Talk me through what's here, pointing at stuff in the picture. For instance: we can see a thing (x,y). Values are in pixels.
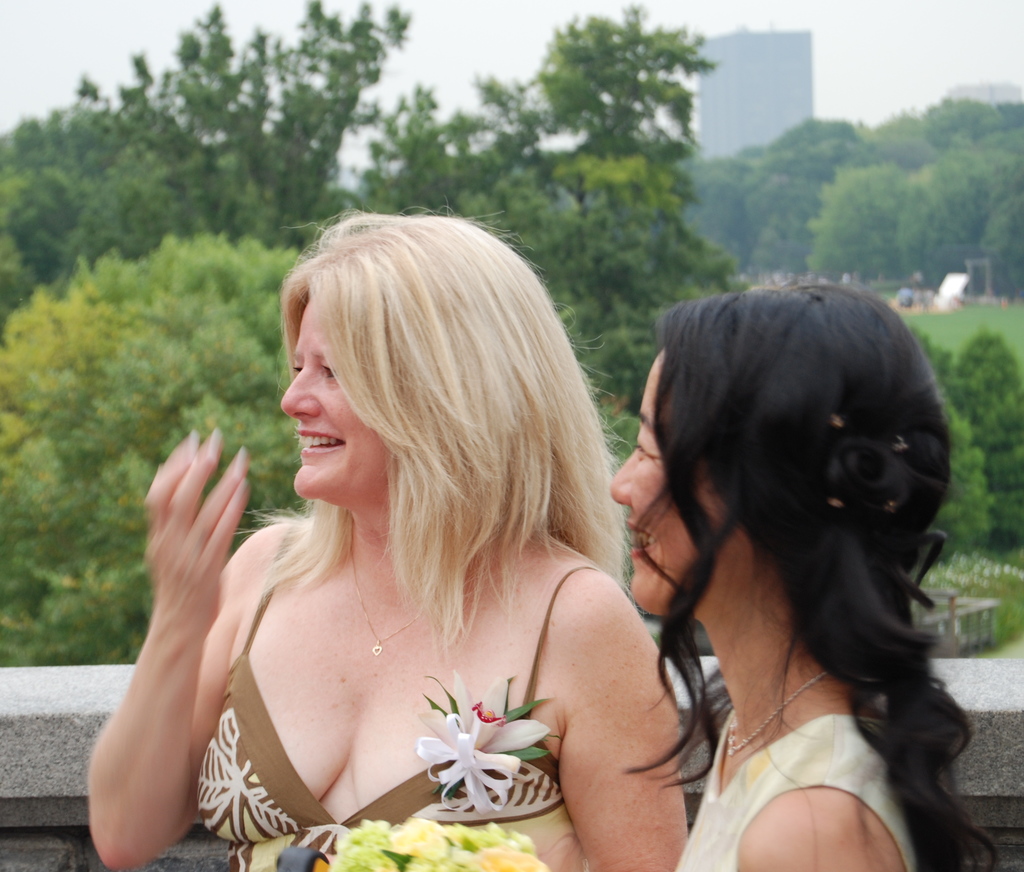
As we can see in the image in the front (405,607) there are two women (255,580) standing, wall (985,820), grass (1001,582), trees (739,257), building (737,120) and sky (862,13).
